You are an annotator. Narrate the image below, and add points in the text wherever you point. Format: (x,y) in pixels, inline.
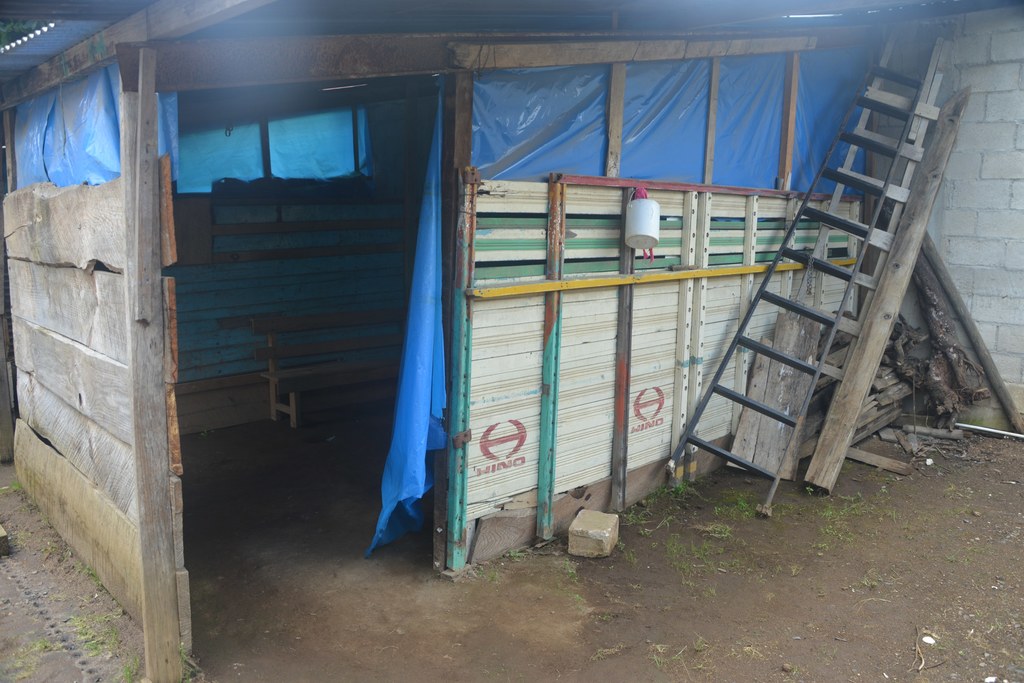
There is a small hut (317,286) and inside a hut (296,336) there is a bench (274,376), there are two ladders (901,143) kept outside the hut (813,230).
